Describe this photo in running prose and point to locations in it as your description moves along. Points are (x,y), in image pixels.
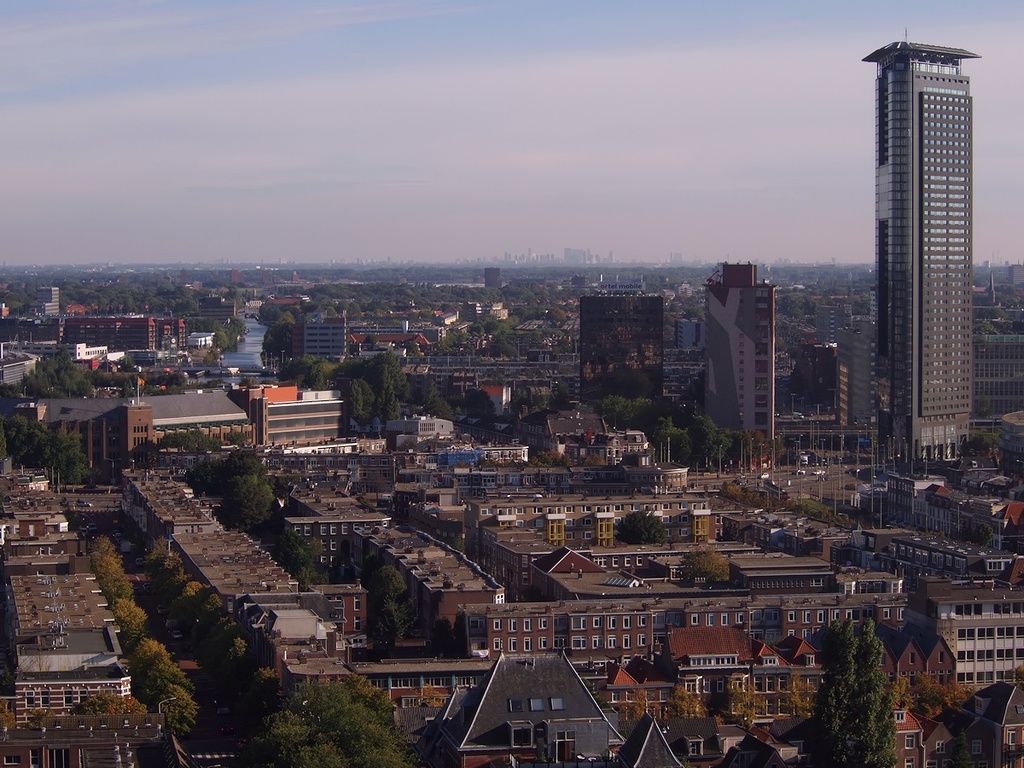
In this image we can see the aerial view of the city (697,466) where there are so many buildings (400,485) in the middle (379,381) and there are trees (174,694) in between them. At the top (364,133) there is sky (372,123). In between the buildings (248,623) we can see that there are roads (146,591) on which there are vehicles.
